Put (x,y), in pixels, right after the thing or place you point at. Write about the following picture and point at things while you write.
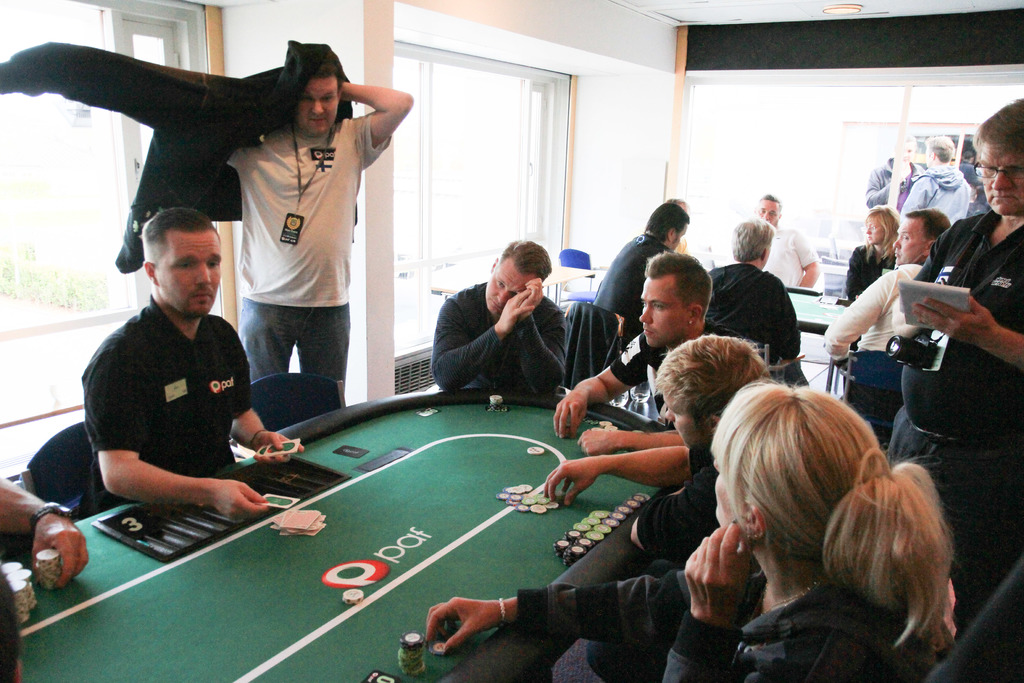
In this picture there are people (653,353) and we can see chairs (586,261), game boards (548,437), coins (542,502) and playing cards (269,505). In the background of the image (266,24) we can see wall (283,19) and glass windows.
